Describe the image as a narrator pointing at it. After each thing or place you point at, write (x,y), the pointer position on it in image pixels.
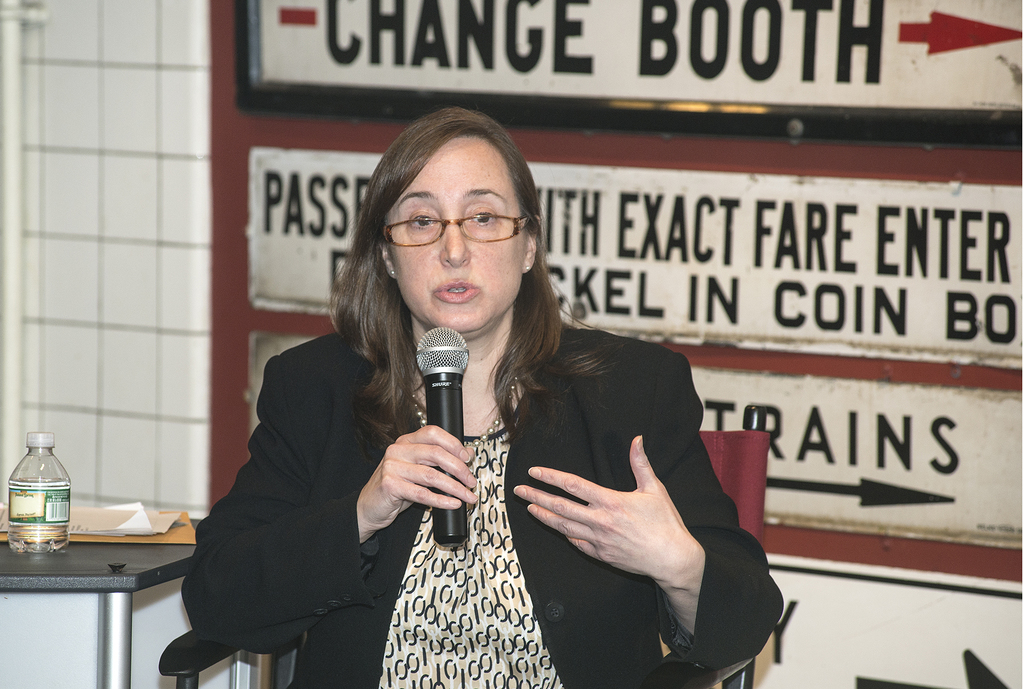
In the middle of the image (342,438) a woman (283,394) is sitting and holding a microphone (453,395) and speaking. Bottom left side of the image (123,576) there is a table (94,563), On the table (29,571) there are some papers (142,526) and bottle (43,528). Behind her there is a wall (120,70).
